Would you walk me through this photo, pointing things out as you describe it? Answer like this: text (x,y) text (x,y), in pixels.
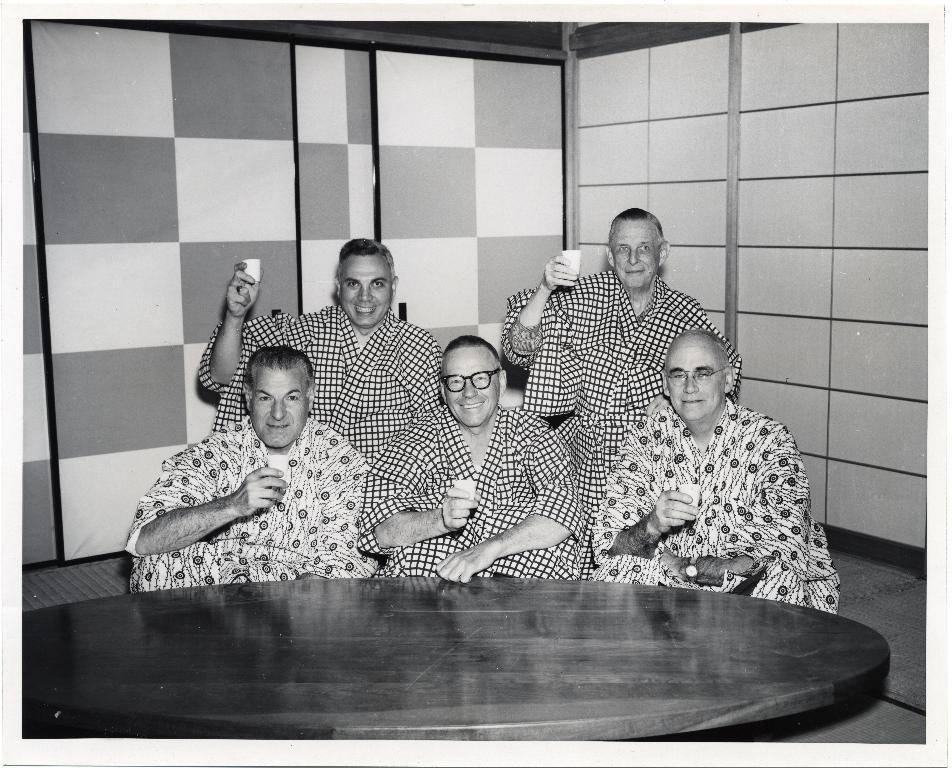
There are five people (482,403) sitting and holding glasses (696,493). In the center (481,397) a person (484,382) is wearing a specs (477,379). In front of them there is a table (532,637). In the background (589,154) there is a check wall (453,193).
